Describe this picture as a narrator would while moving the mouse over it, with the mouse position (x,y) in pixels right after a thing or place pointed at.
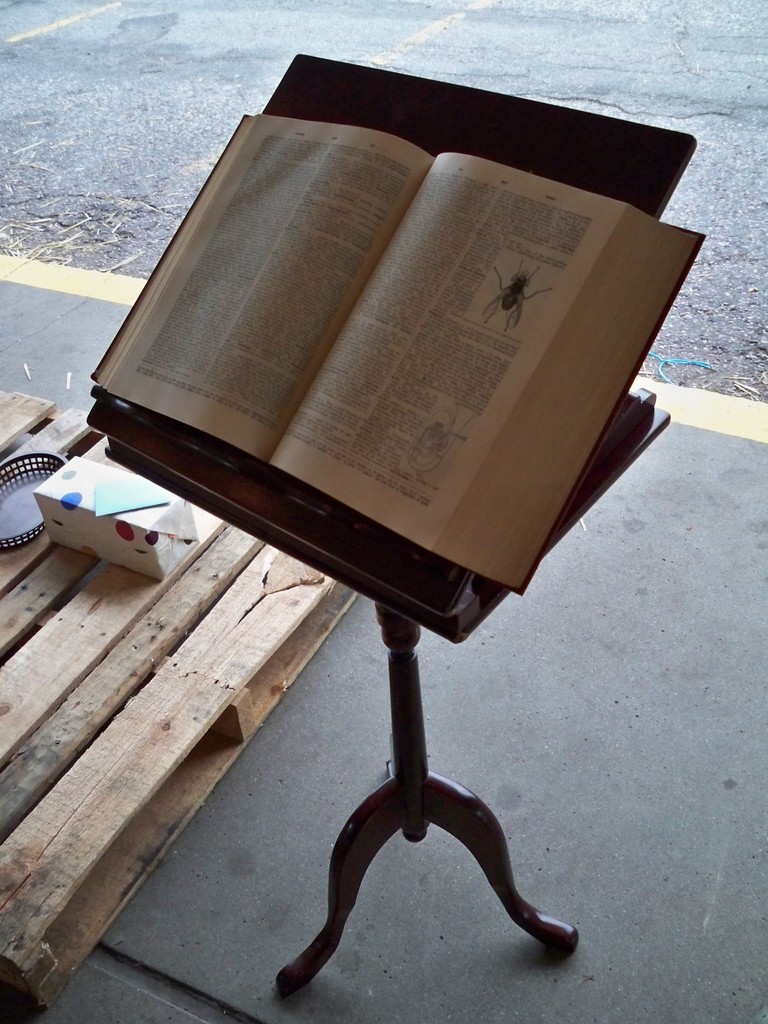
In this image we can see a book (483,240) on the stand (476,581), gift wrap (164,532) on the table (176,622) and road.
